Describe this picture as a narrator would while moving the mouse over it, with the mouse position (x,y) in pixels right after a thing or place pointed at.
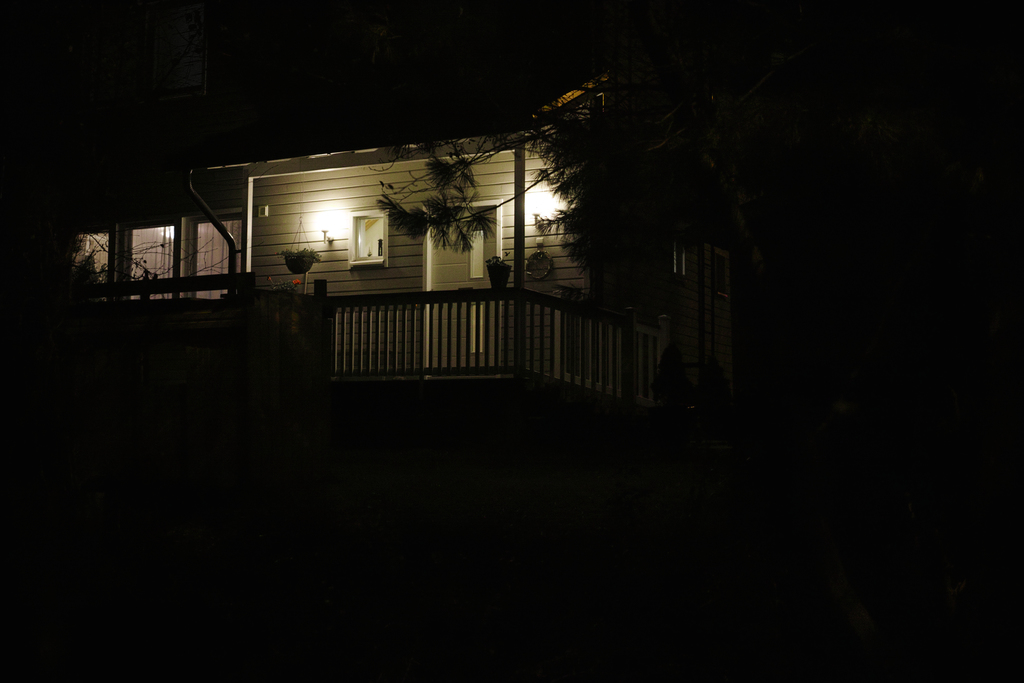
In this image we can see a house (409,362) with roof (360,167), fence (360,298), windows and plants (287,253) in the pots (302,256). We can also see a tree (854,115).
